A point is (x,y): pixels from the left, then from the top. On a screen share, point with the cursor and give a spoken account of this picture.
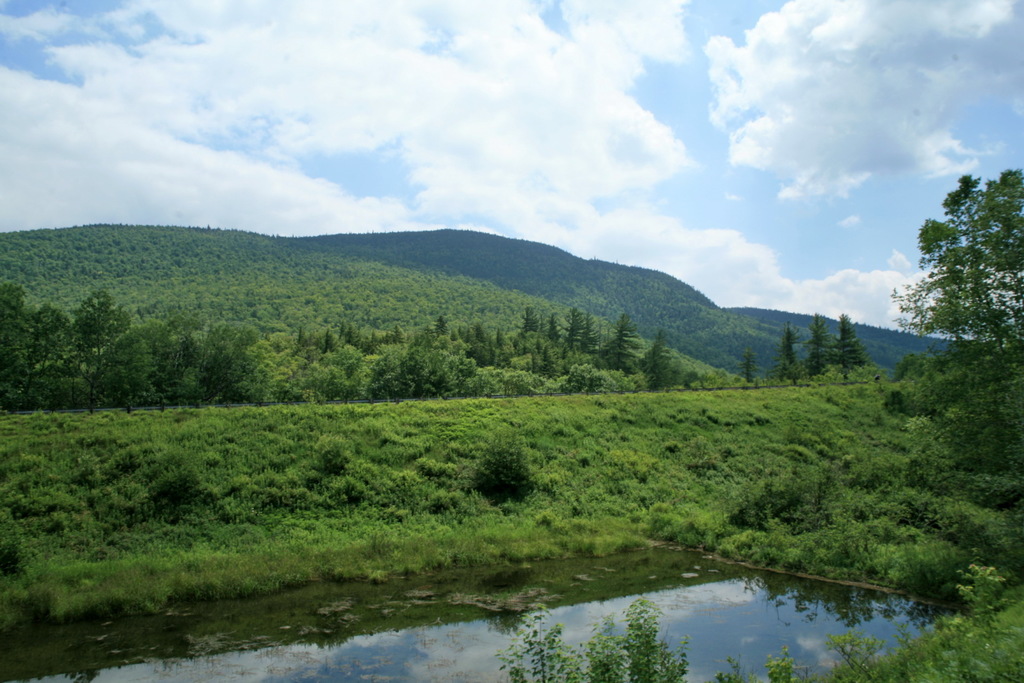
In the center of the image (371,264) we can see hills (684,298), trees (483,368) are there. At the bottom of the image (457,597) water (444,619) is there. At the top of the image (623,91) clouds (578,100) are present in the sky (655,79).
